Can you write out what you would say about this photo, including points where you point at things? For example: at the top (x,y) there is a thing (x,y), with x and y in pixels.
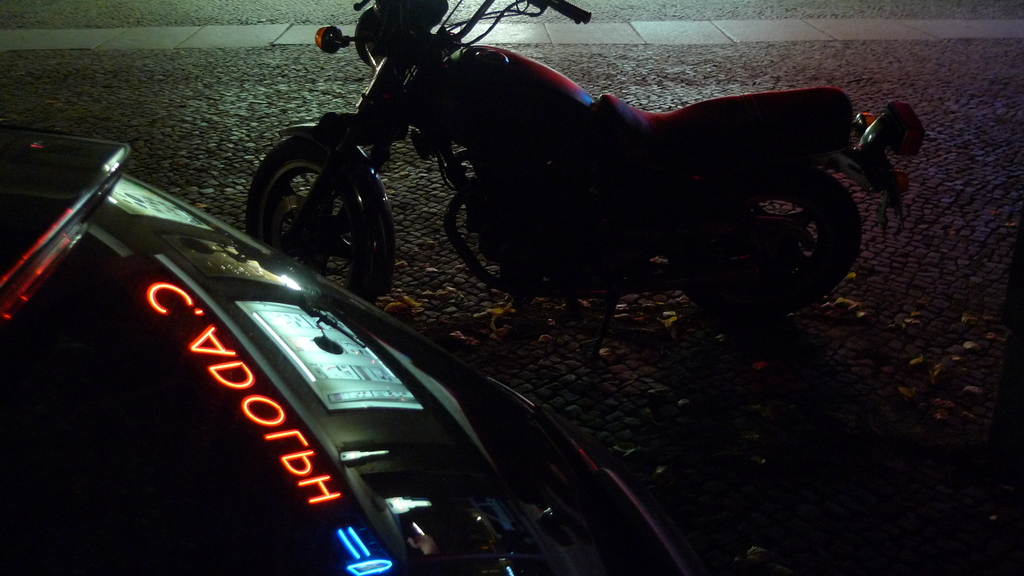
In this image we can see a vehicle (721,133). In the background of the image (95,32) there is a floor (670,87) and other objects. On the left side of the image (78,499) there is another vehicle (331,425).
